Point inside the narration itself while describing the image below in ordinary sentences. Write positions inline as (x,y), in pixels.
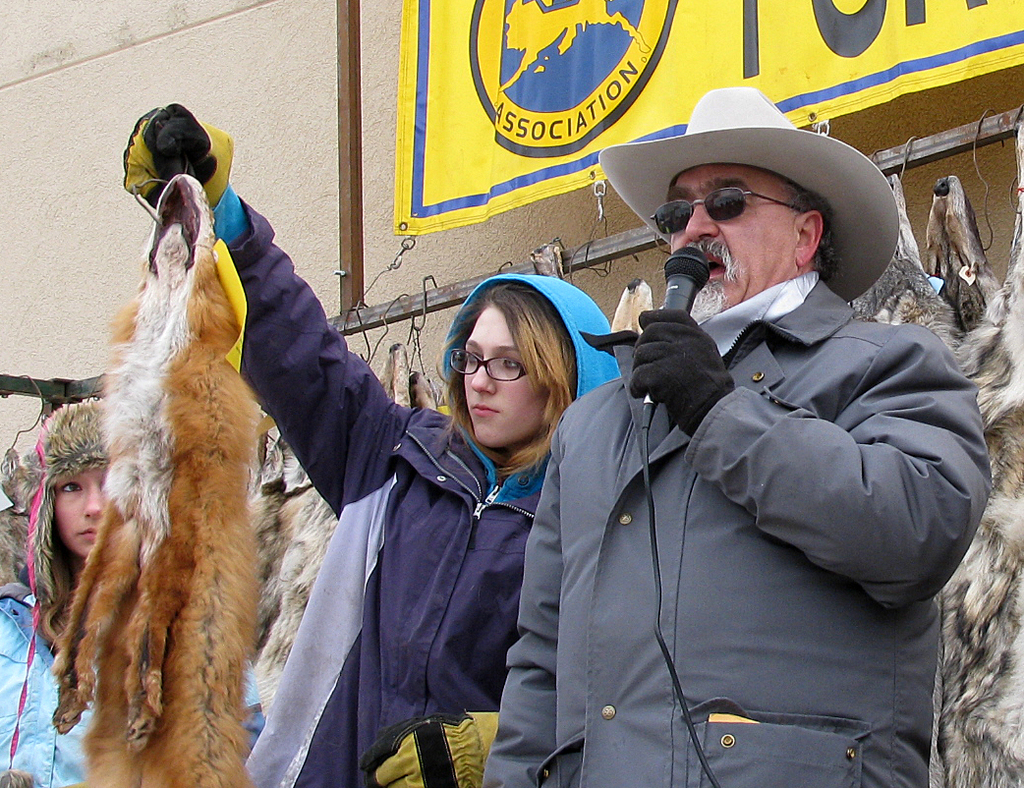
In this picture I can observe three members (363,515). One of them is holding a mic (697,269) in his hand (673,409). He is wearing hat (784,175) and spectacles (722,207). On the left side (170,313) I can observe a woman (175,163) holding skin (196,492) of an animal (169,492) in her hand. In the background (460,36) I can observe yellow color flex (573,67) and wall (271,86).
